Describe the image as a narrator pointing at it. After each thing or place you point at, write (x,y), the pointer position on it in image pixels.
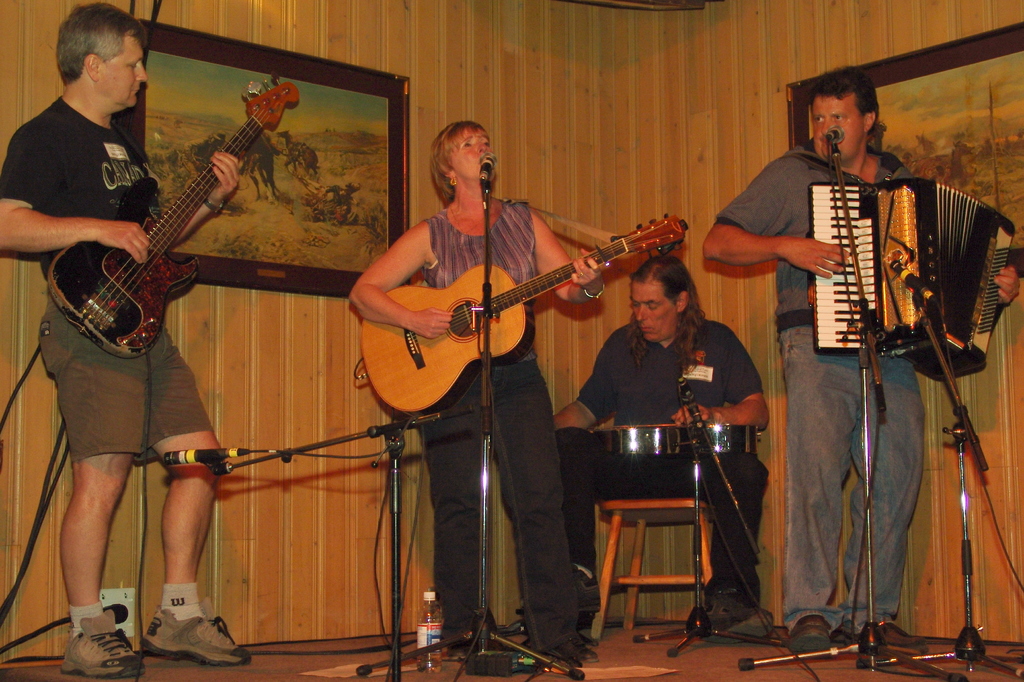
In this picture we can see four persons (825,384) playing musical instruments (151,226) such as guitar (521,290), accordion (911,213), drums (710,422) and in front of them there is mic (489,155) here woman (519,234) singing on it and background (410,61) we can see wall (436,119) with frames (334,145).
